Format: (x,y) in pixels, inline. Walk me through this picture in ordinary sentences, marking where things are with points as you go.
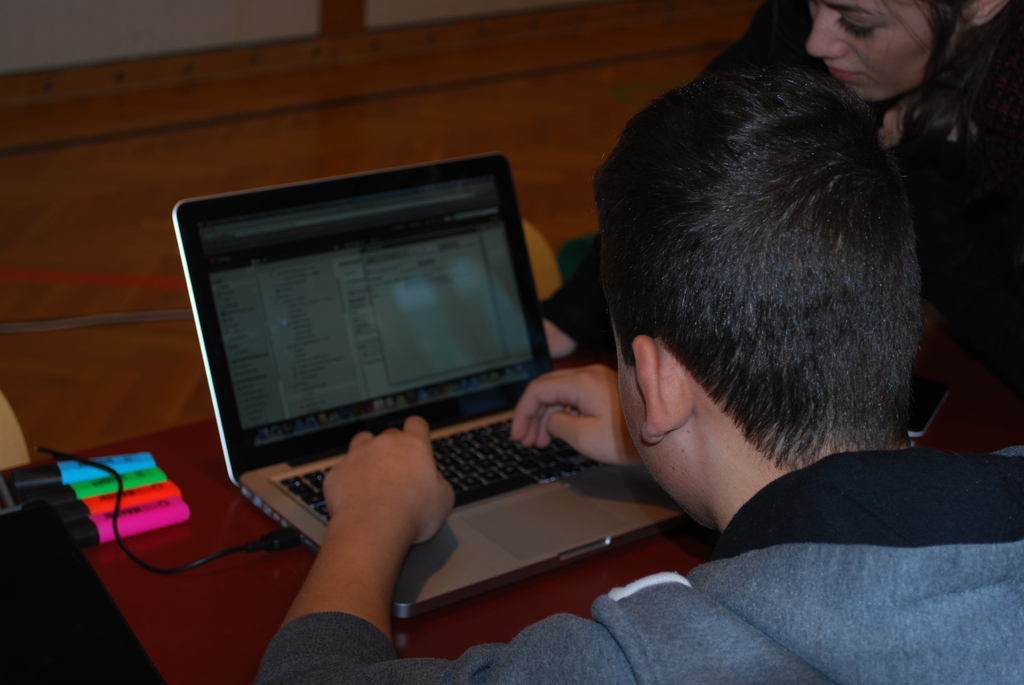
In this image I can see two people (878,404) with black and ash color dresses (792,571). I can see the table (181,608) in-front of these people (692,337). On the table (149,551) I can see the laptop (329,393) and some objects (137,527).
